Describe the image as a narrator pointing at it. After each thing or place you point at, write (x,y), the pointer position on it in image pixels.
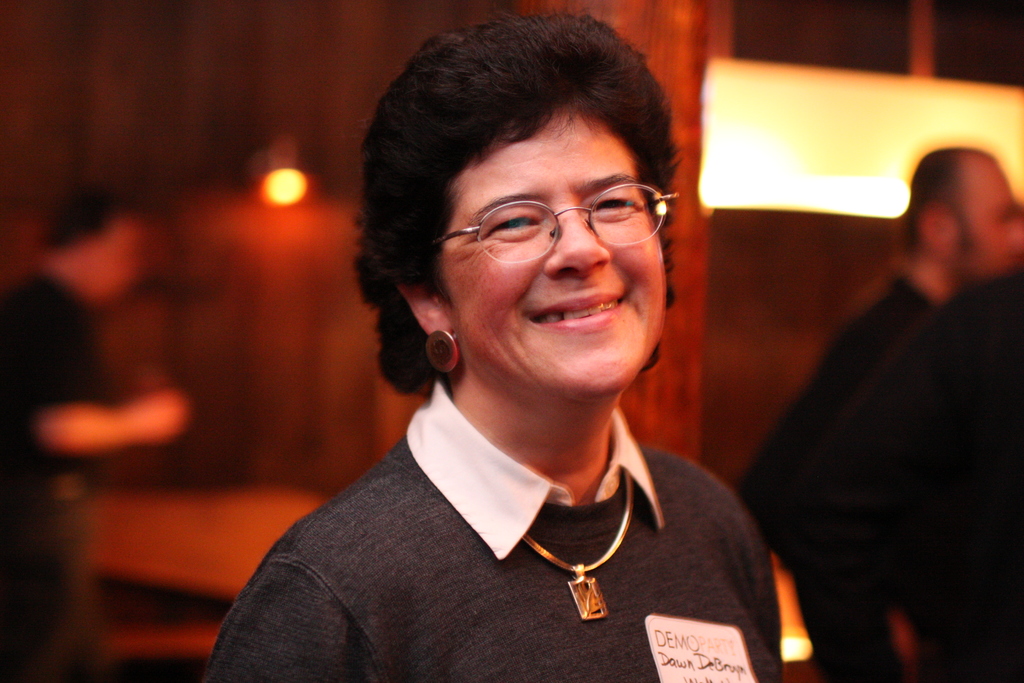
In this image I can able to see a person (538,236) smiling and the background (769,109) is blurry, though I can see people (898,313) and lights (755,112).
